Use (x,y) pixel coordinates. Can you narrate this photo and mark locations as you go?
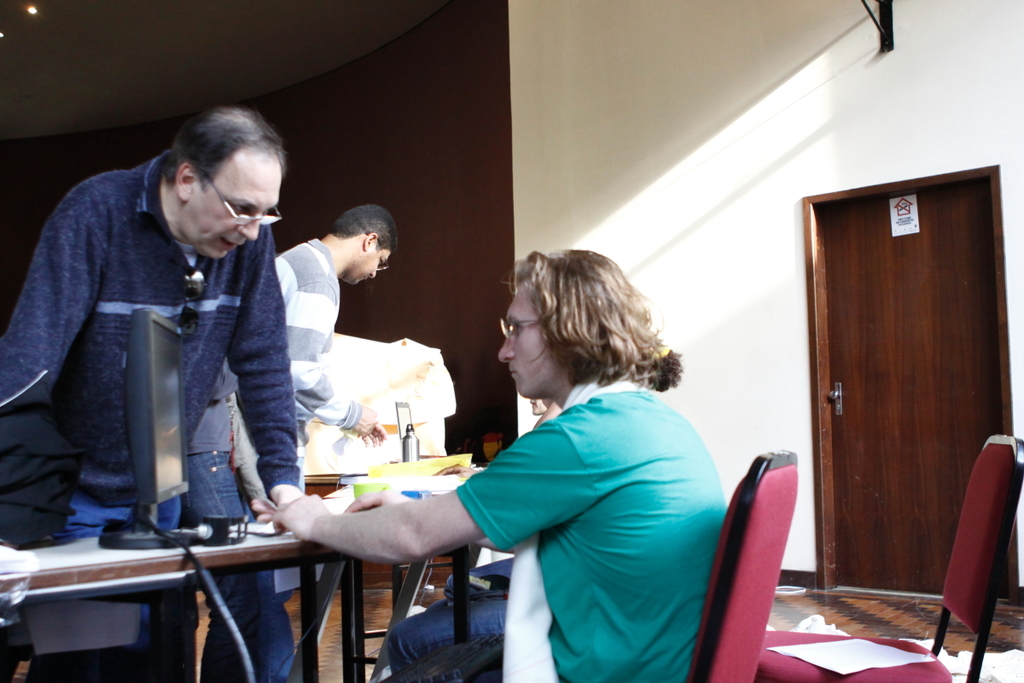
In this image a person (602,396) wearing a green t-shirt (663,522) is sitting on a chair (710,610). In front of him there is a desktop (184,486) on a table (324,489). There are few papers (390,468) and bottle (418,454) on the table (403,466). A person (290,437) is standing in front of him he is wearing glasses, he is talking something. beside him another person (300,282) is standing. On the right (957,558) there is a chair (957,558) on it there is paper (858,649). in the background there is wall (751,188).
